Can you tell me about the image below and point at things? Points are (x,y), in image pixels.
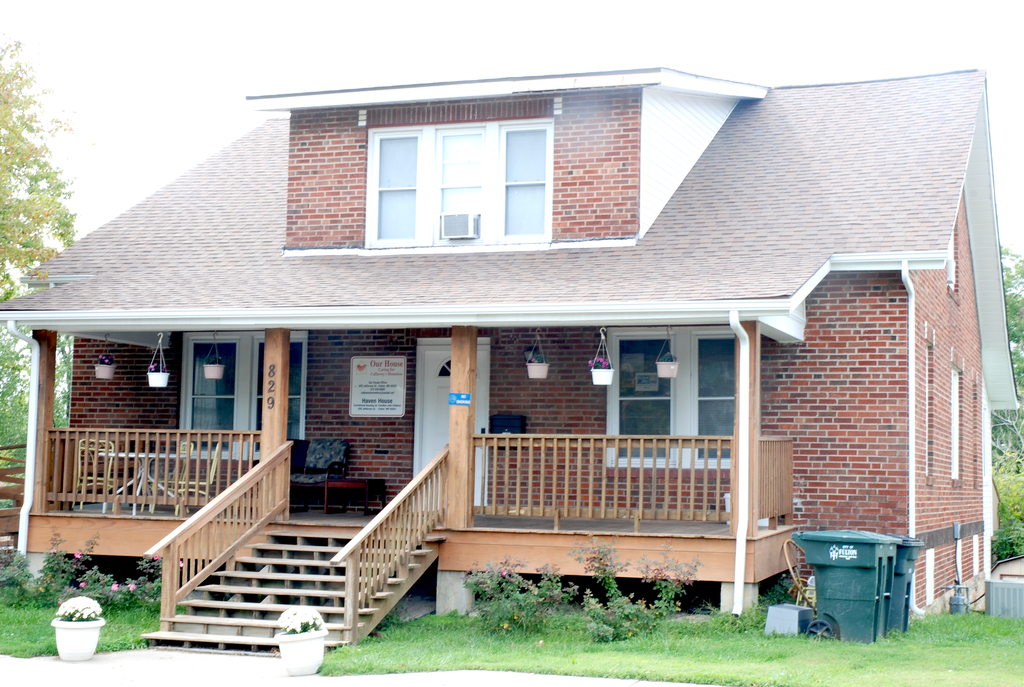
In this image there is a grassland (774,676), on that land (945,663) there are dustbins (821,629) plants (493,587) and pots (68,639), in the background (96,235) there is the house (916,355), trees (53,218) and the sky (70,102).
